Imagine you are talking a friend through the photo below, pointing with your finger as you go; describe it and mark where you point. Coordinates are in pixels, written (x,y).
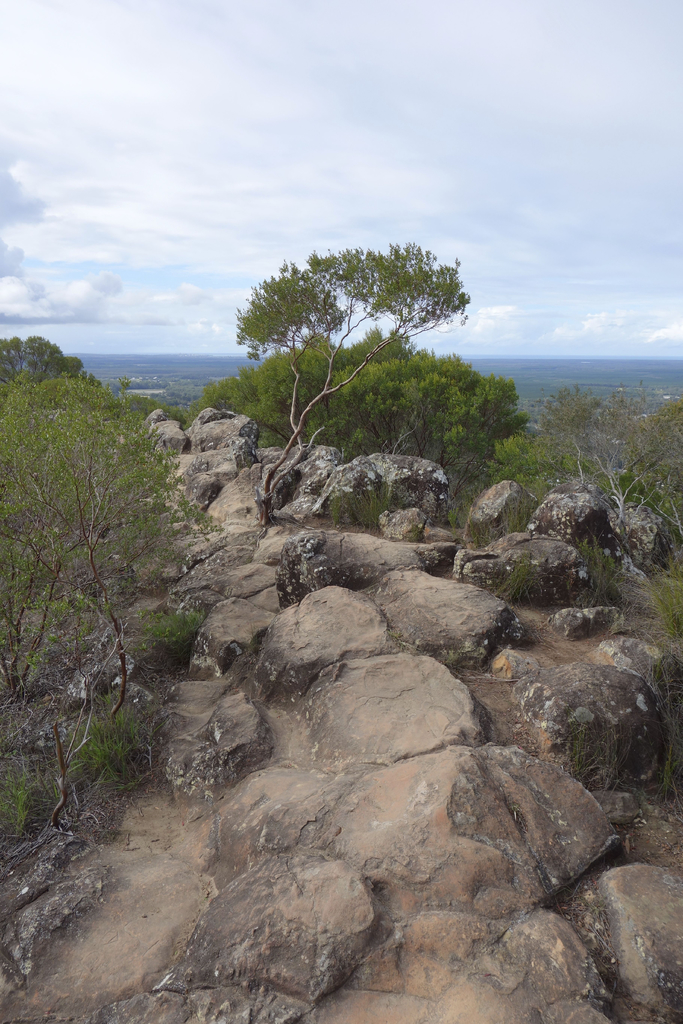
Here we can see rocks (406,504) and trees (313,316). In the background (344,197) there is sky (461,195) with clouds (100,320).
